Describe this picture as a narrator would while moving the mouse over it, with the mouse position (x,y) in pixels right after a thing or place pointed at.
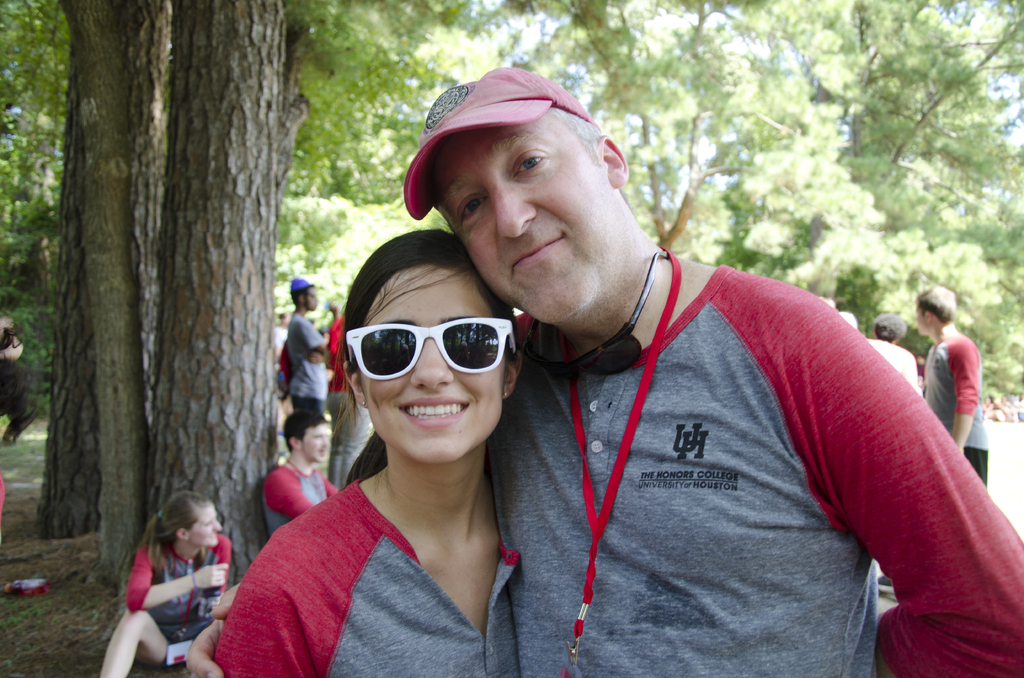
In this image we can see a man (762,396) and woman (490,584) wearing grey color T-shirts (734,653) are standing on the ground (88,598) and smiling. In the background (673,237), we can see a few more people (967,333) and trees (398,82).
